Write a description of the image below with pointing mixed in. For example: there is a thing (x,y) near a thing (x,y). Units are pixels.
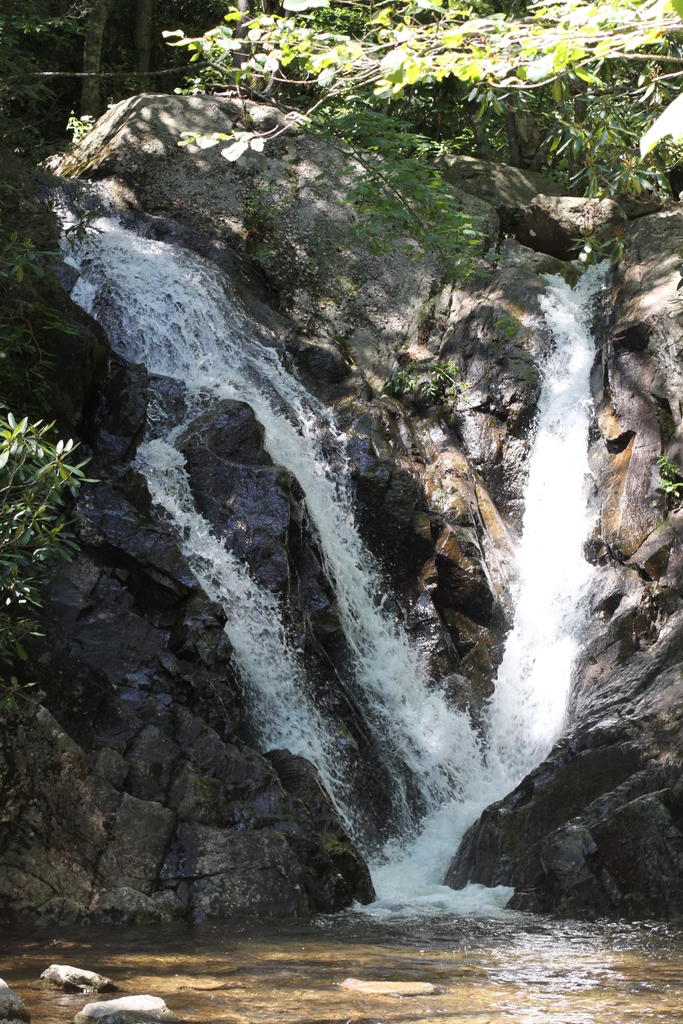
In this image, we can see the waterfall (446,704). We can see some trees (357,160), and rocks (101,1020).
